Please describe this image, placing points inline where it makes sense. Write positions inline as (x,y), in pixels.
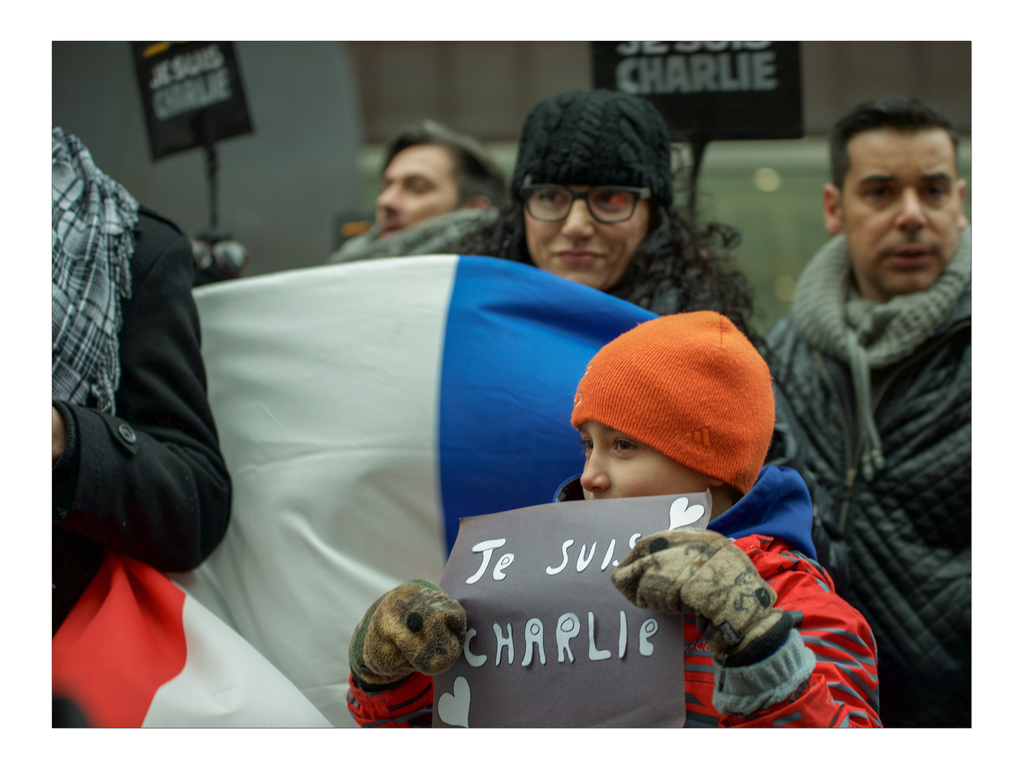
In this image I can see few people (119,363) with different color dresses (748,541). I can see few people (702,368) with the caps (685,340). And one person (459,644) is holding the paper (475,656). In the back (207,144) I can see two black color boards (217,133) and something is written on it. In the background (278,61) I can see the wall (303,153).
